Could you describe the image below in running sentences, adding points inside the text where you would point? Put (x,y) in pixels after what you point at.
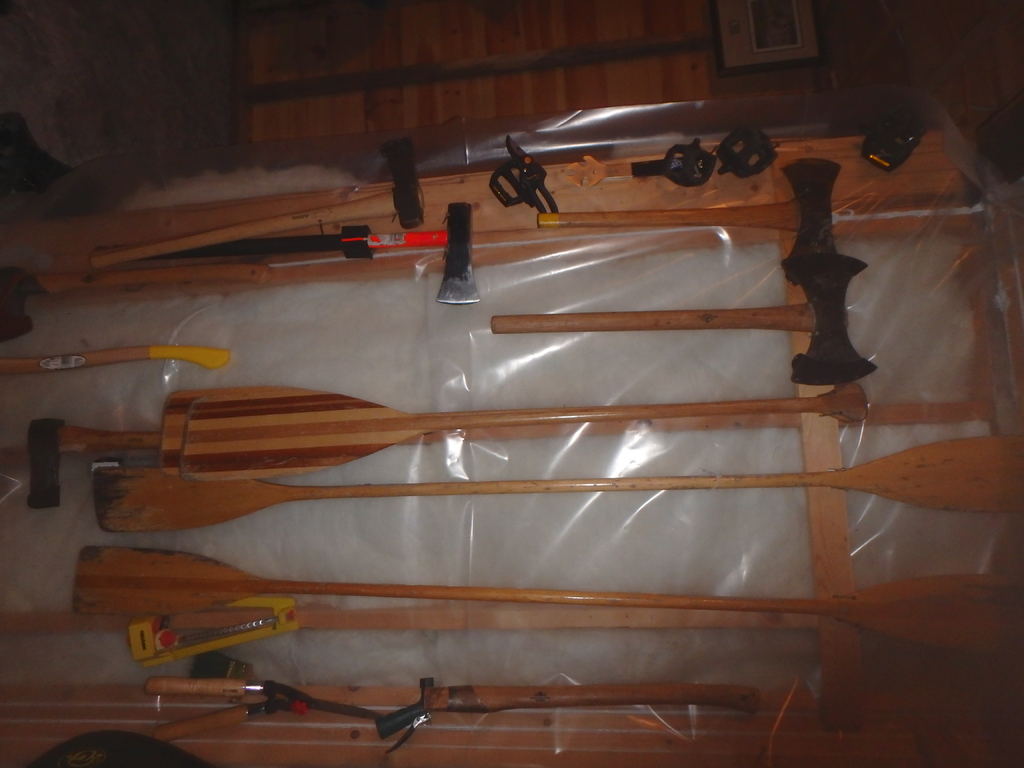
In this image there are rowing sticks (320,418), cutters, axe (816,192) and some metals (707,174) which are packed with the cover (609,451). At the top (543,69) there is a wooden wall (499,60) on which there is a frame (778,51).
